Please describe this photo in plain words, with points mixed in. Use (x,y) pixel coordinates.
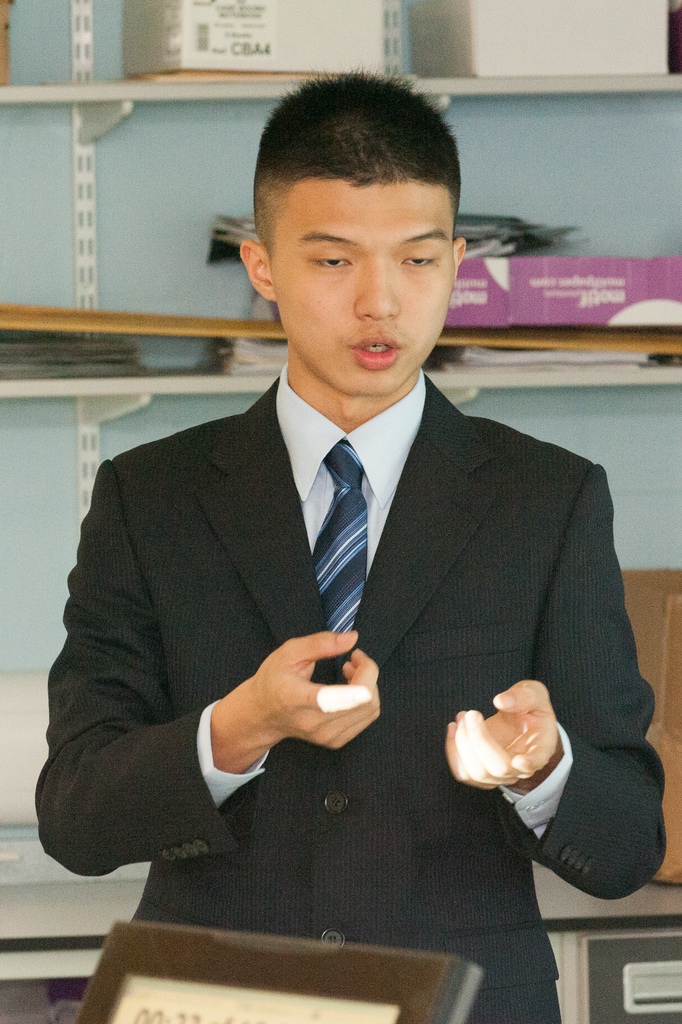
In the picture we can see a boy (510,554) in a blazer (636,861), tie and shirt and behind him we can see a desk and some shelves (518,375) with some objects (532,321) in it.
